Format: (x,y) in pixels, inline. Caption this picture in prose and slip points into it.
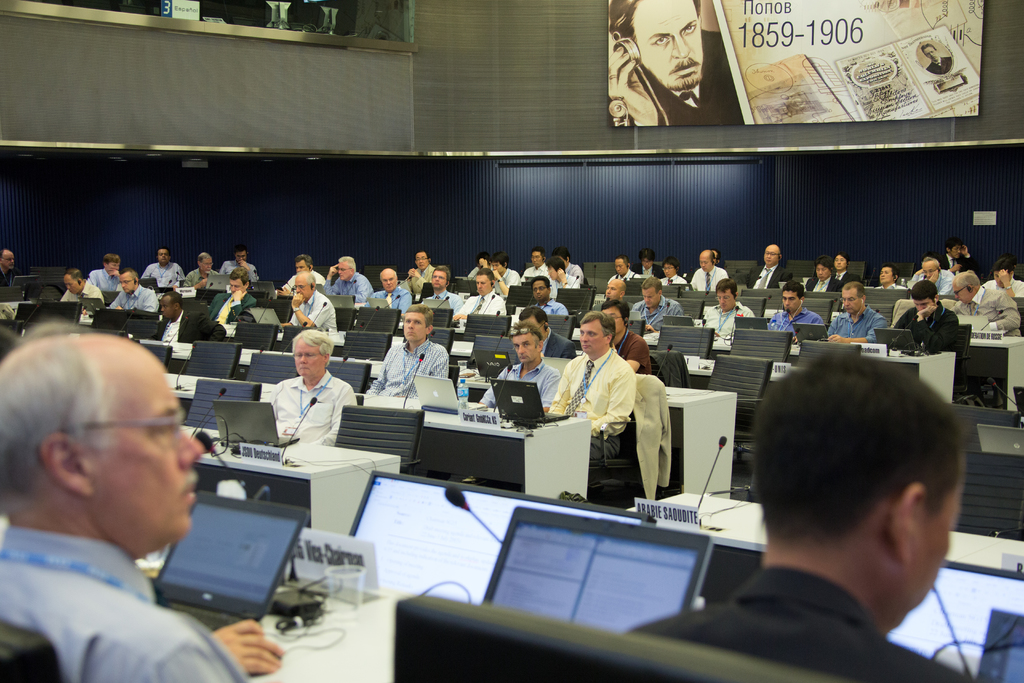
In this picture there are two persons (253,625) were sitting on the chair (602,653). Beside them we can see the table (384,668). On the table (376,681) we can see laptops (246,586), cables (302,592) and mic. In the background (605,418) we can see many peoples (316,376) were sitting on the chair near to the table (567,434). At the top (829,73) we can see the banner (633,66) near to the wall (504,79).
